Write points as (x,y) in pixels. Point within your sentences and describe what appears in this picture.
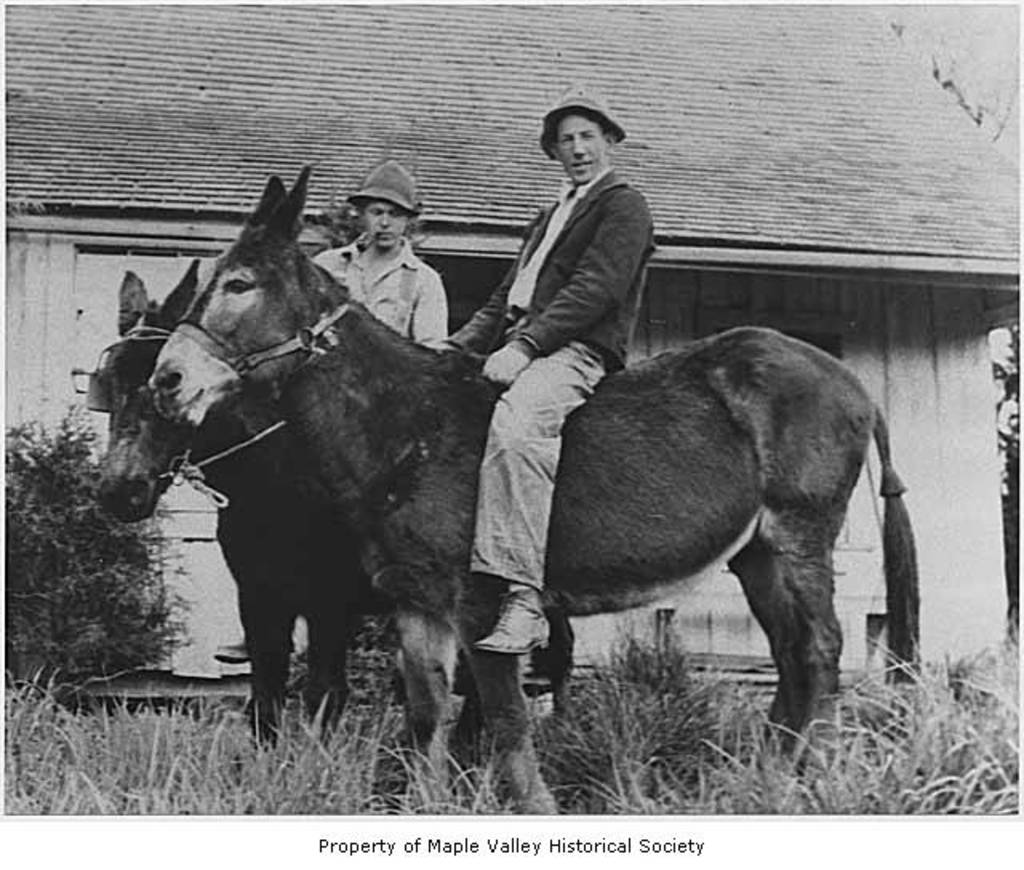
In this image I can see the black and white picture. I can see two persons (532,315) wearing hats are sitting on donkeys (419,393) which are standing on the ground (721,741). I can see some grass (366,757), a plant (57,485) and the house (786,154).
